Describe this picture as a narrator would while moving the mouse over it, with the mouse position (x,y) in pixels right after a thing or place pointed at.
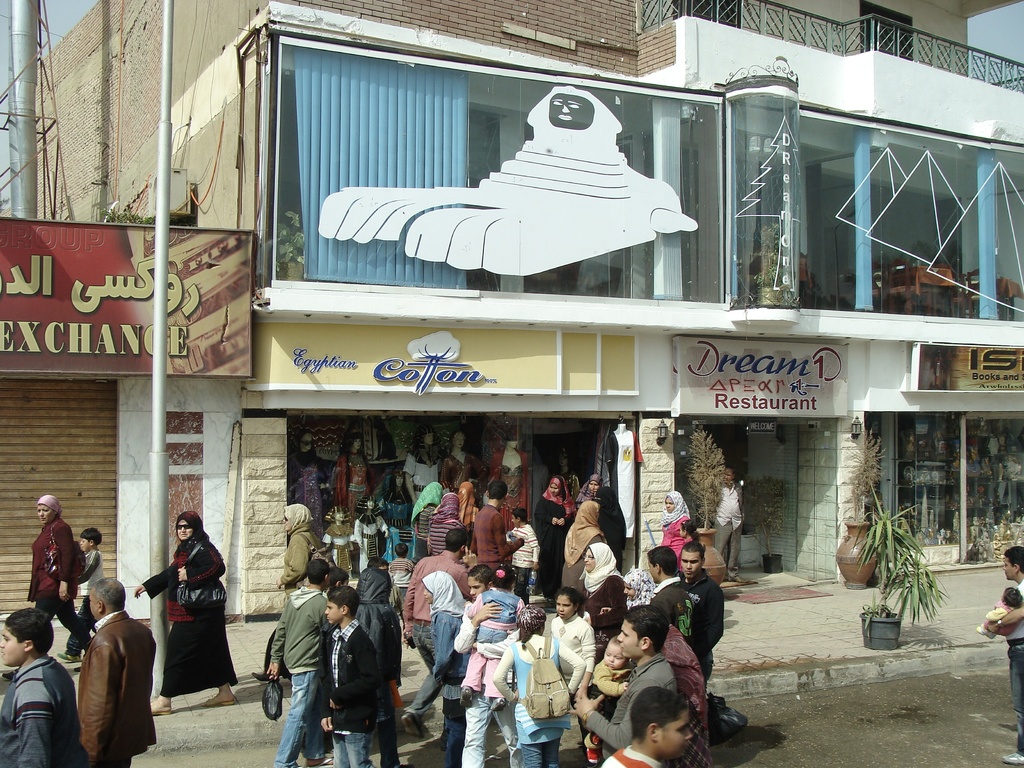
As we can see in the image there are buildings (404,179), banners (105,309), plants (901,550), pots (866,615), pole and many people (110,593) on the sidewalk (789,664).
